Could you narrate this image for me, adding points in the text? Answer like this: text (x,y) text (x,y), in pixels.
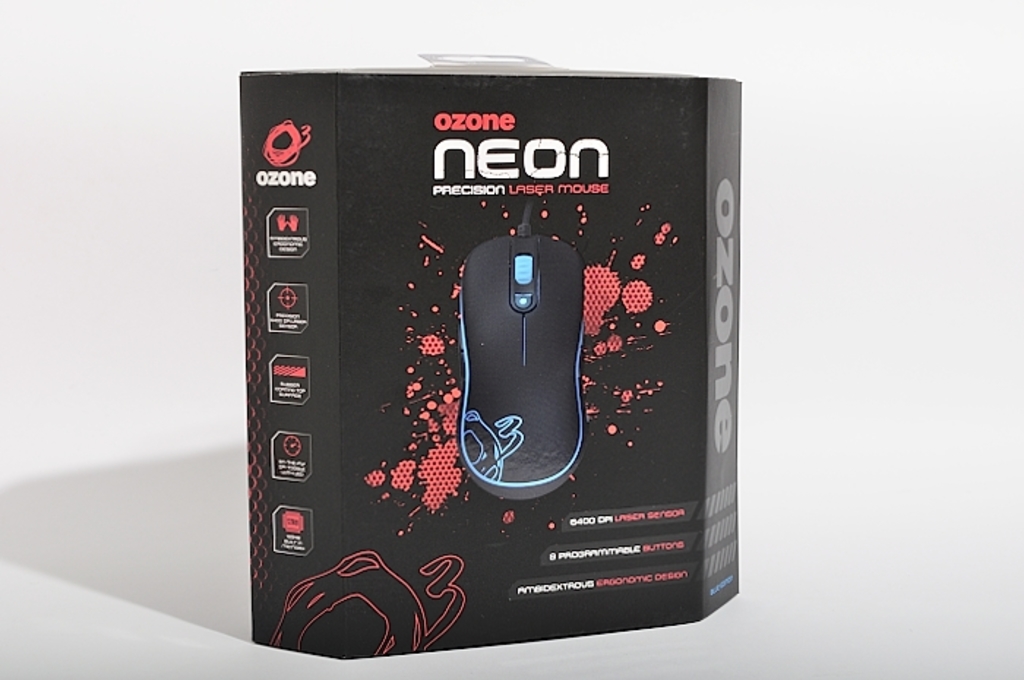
In this image I can see a mouse box (311,415) which is in black color. It is on the white color surface (854,568). On the box (402,370) I can see the mouse (535,363) and the name ozone neon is written on it.
